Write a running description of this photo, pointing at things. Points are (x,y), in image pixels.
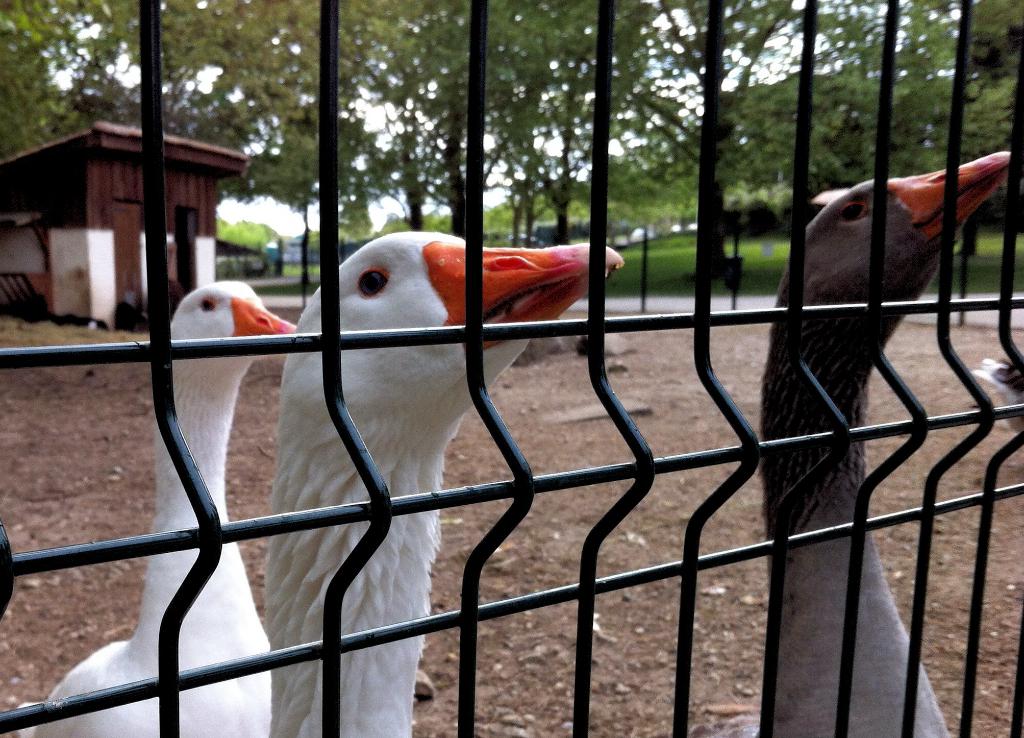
In this image in the front (750,452) there is a cage (237,347) and behind the cage (743,468) there are birds (442,363). There are trees (551,176), there's grass (658,267) on the ground (658,267) and there is a hut (107,226).
